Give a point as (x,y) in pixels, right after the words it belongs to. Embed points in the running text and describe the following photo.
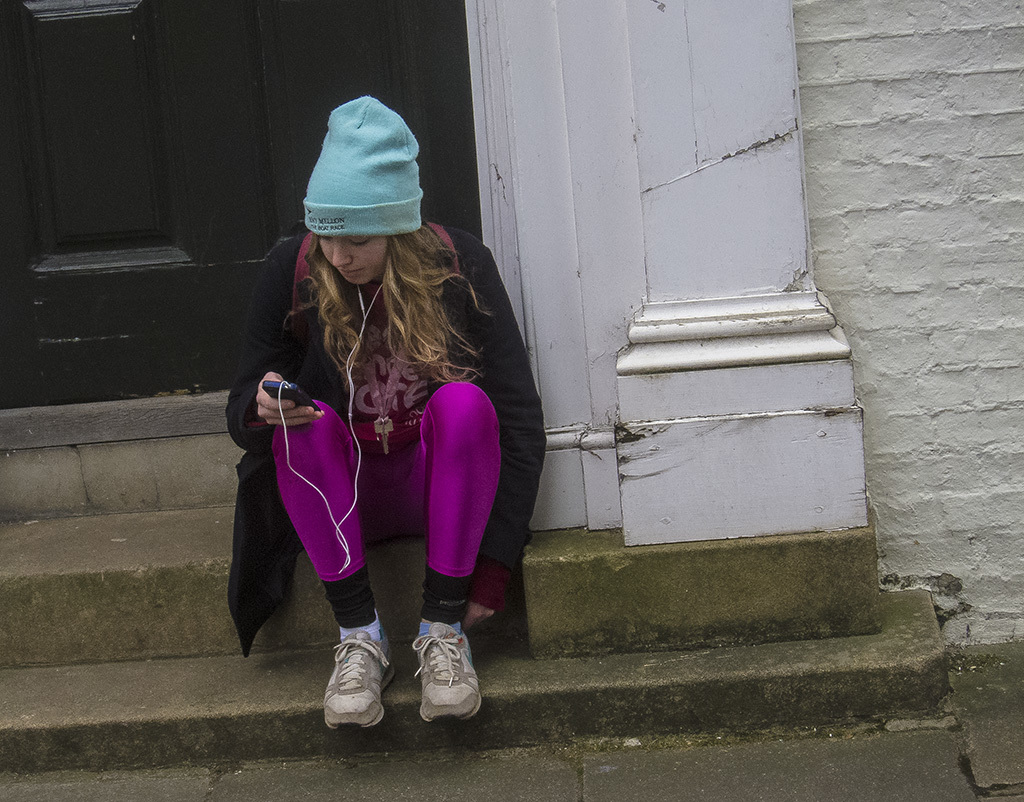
In this picture I can observe a woman (315,451) sitting on the steps (189,525). She is wearing blue color cap (367,170) on her head (339,235). I can observe a phone (283,400) in her hand (259,384). Behind her there is black color door (124,235). On the right side (976,227) I can observe a wall (913,321).
